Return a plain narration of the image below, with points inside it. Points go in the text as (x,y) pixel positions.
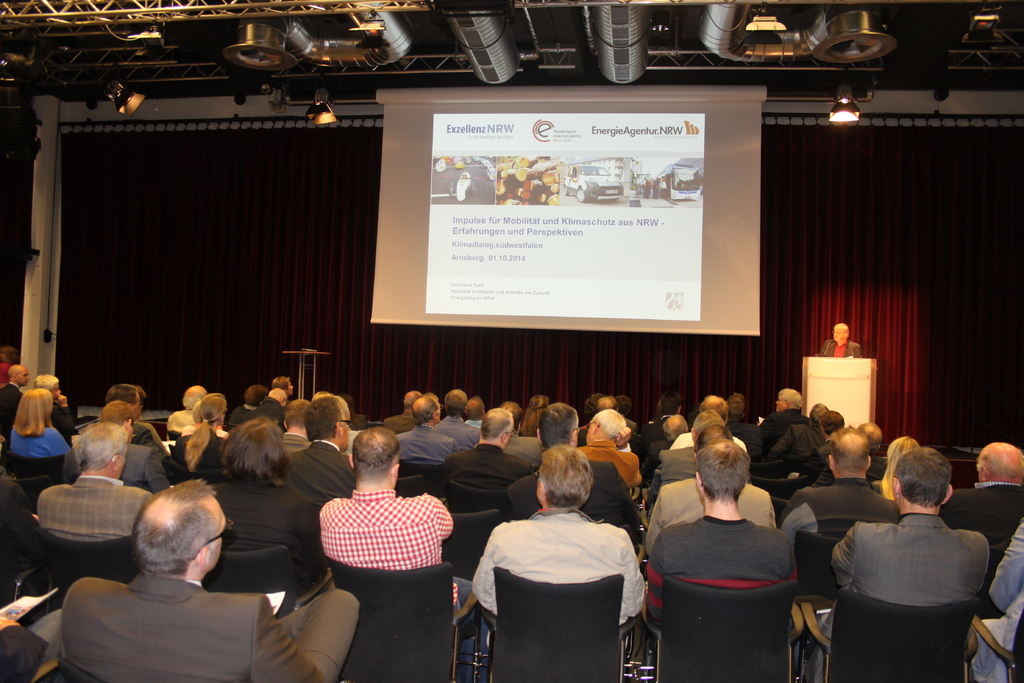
In this picture we can see group of people (358,494), they are sitting on the chairs (497,516) and a man (836,348) is standing in front of the podium (811,393), in the background (670,202) we can see curtains (834,206), lights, pipes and a projector screen (488,236), at the top of the image (196,15) we can see few metal rods (209,15).
